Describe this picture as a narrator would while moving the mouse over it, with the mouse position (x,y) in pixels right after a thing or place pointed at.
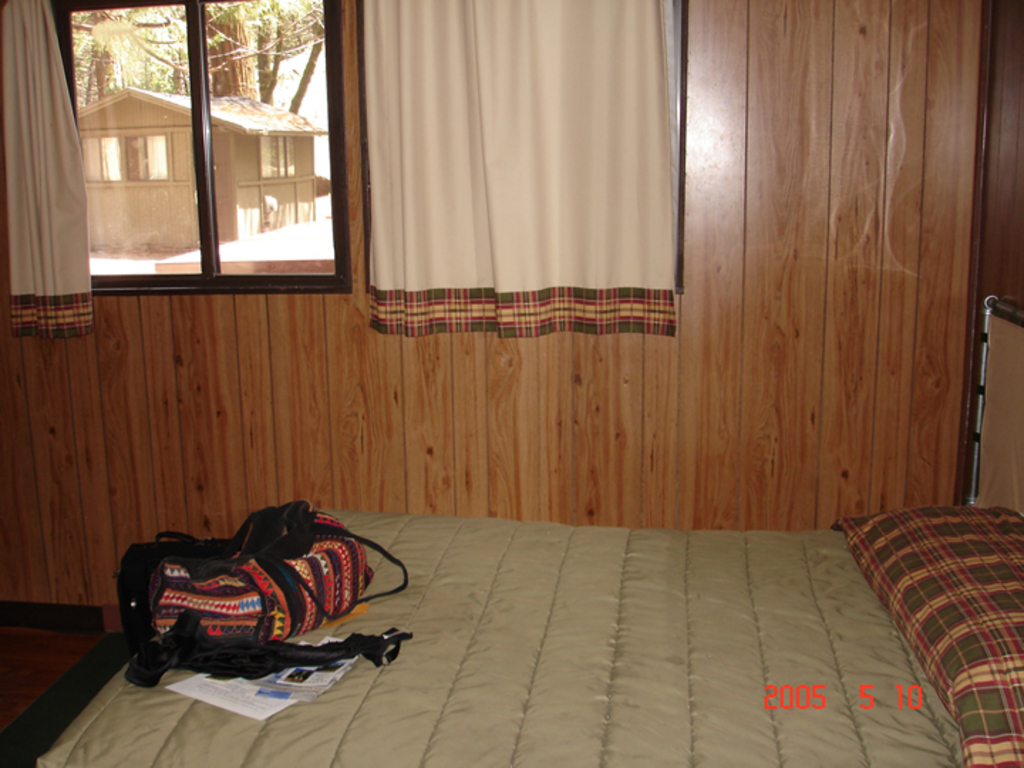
In this room (212,570) we can see bag (177,608), papers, pillows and an object (336,623) on a bed (720,766) and we can see window (321,229), curtains (407,246) and a wall (480,427). Through the window glass (333,240) we can see a house (162,190), windows (135,162) and trees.
